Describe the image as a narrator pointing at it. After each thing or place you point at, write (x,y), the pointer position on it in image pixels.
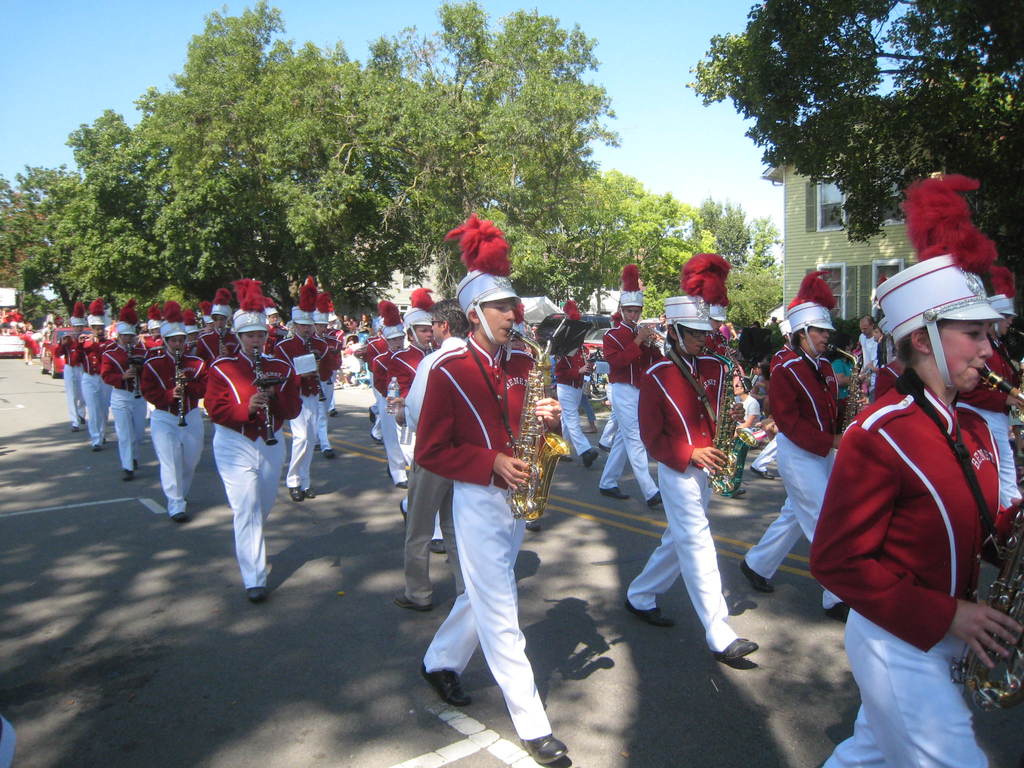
In this image, we can see people (479,357) walking on the road (646,555) and are wearing uniforms (578,450), caps (819,324) and holding musical instruments (538,448) and we can see some other people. In the background (518,257), there are trees (658,218) and we can see buildings (799,204). At the top (650,71), there is sky (628,60).
